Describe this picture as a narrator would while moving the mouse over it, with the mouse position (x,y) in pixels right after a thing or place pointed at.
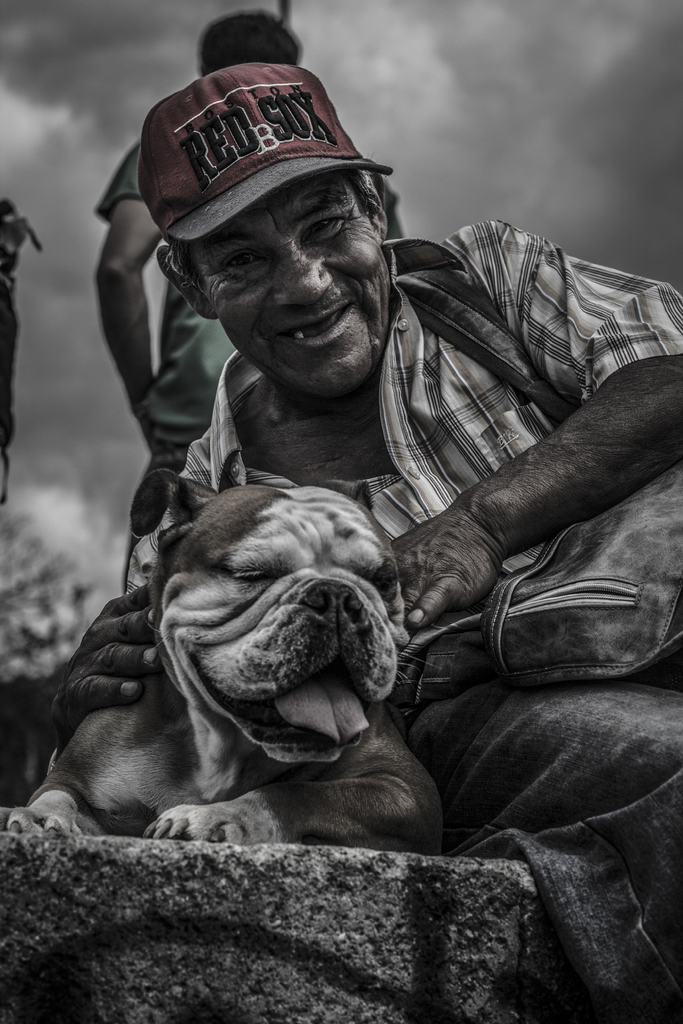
This is an graphic image, here we can see one person (396,447) sitting and holding one dog (308,642). And back of him we can see another person (118,279) is standing. And the background (550,59) we can see the sky (465,101) with clouds (484,74).
